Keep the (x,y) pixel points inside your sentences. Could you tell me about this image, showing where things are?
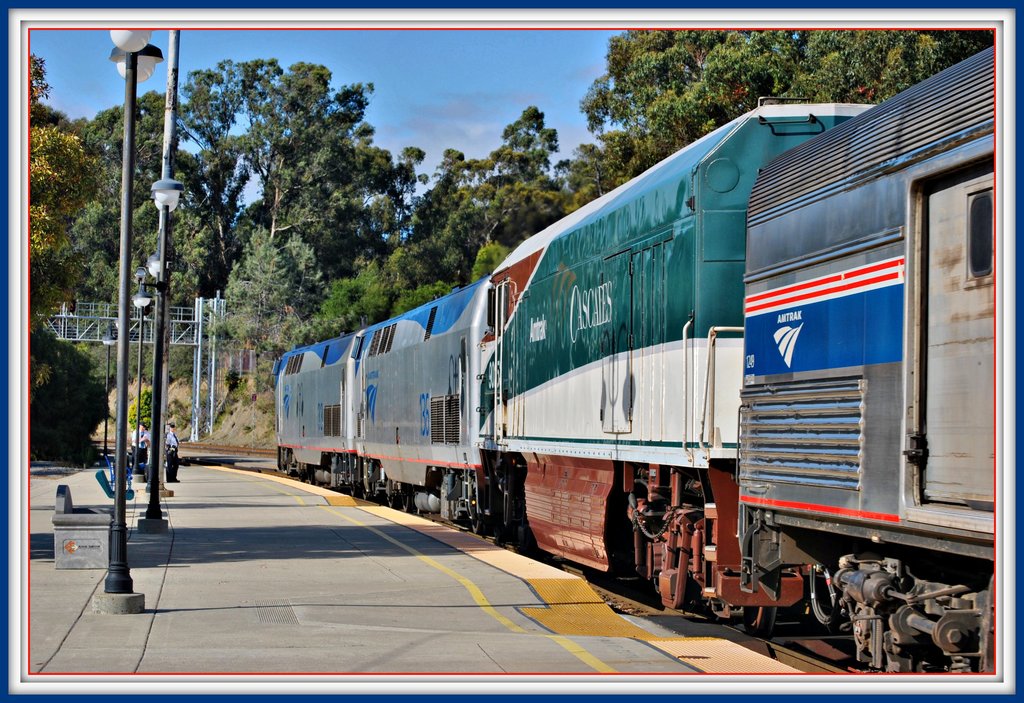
In this image there is a sky (450,89), there are trees (360,197), there is a railway station (238,505), there are railway tracks (228,461), there are poles (120,250), there are lights (171,183), there are benches (80,537), there is a train (568,418).
